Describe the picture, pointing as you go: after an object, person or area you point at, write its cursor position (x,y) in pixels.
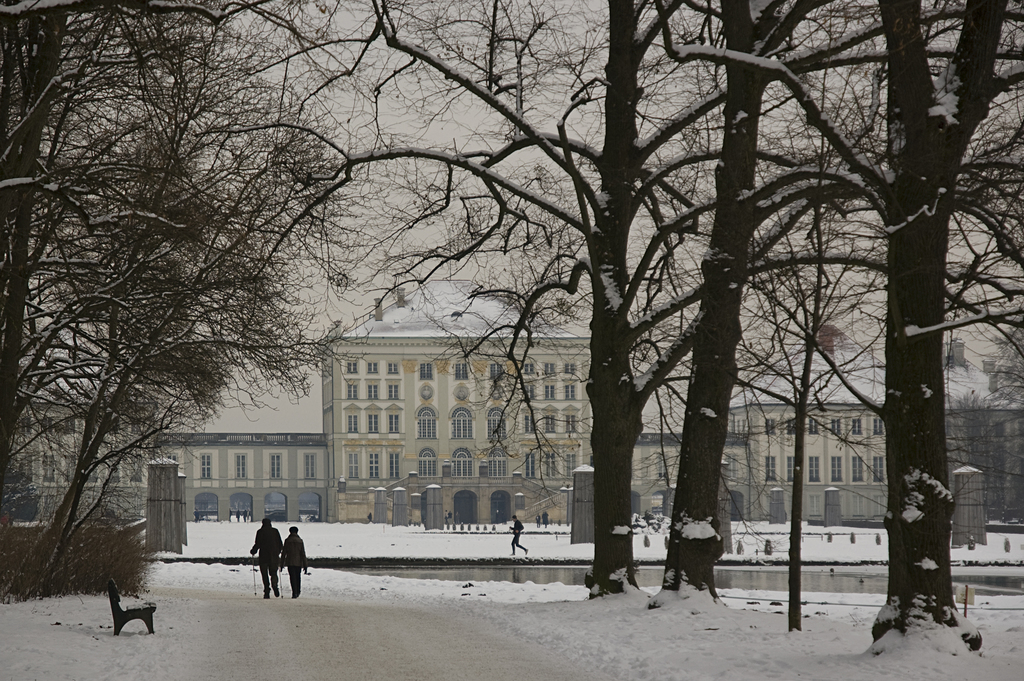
In the picture we can see a road (397,668) and besides it, we can see a snow surface (94,645) on both the sides with a bench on it and trees (633,413) and far away from it, we can see the snow surface (283,533) and buildings (463,502) with windows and behind it we can see the part of the sky (646,418).
